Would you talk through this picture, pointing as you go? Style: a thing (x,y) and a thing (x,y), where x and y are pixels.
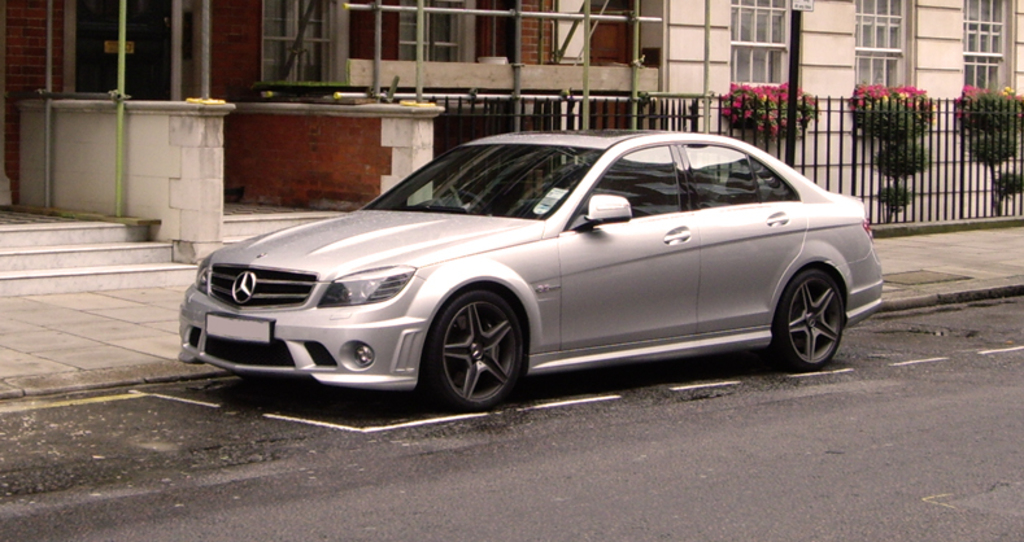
In this image we can see a car (761,271) parked on the road (507,421). In the background (83,32), we can see buildings (607,53) with windows (994,65), group of metal poles (539,9), fence (805,157), some plants (923,98) and staircase (233,229).
